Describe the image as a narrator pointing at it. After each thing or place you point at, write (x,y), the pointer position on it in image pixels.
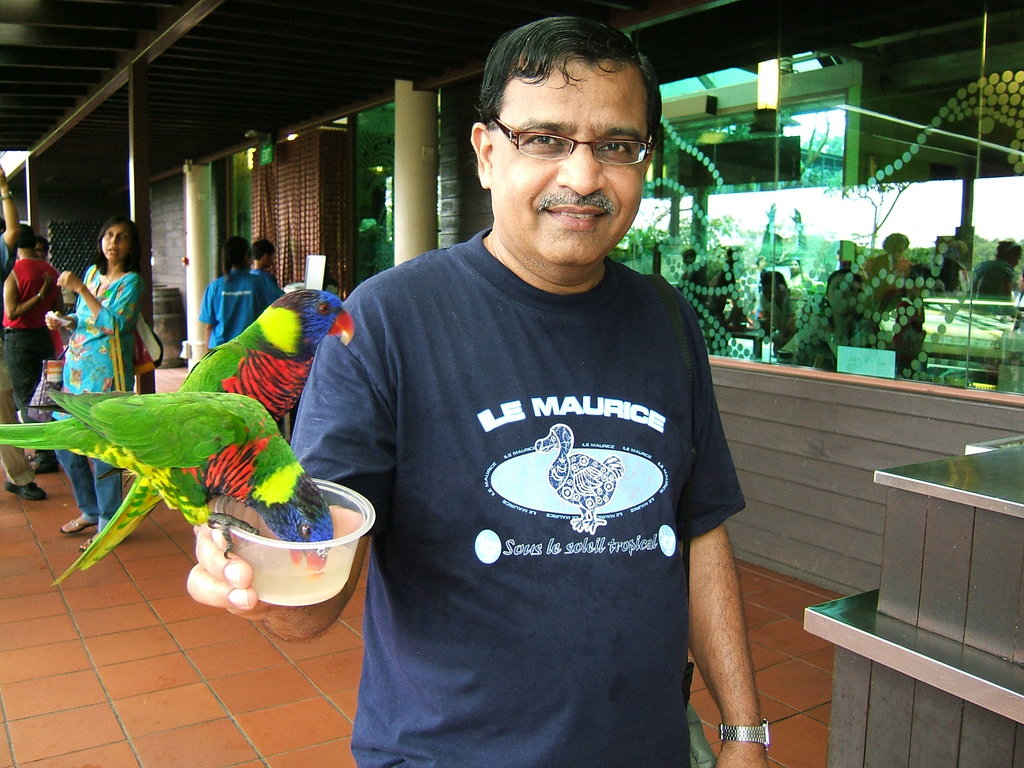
On the left side of the picture (148,82) we can see the pillars (407,236), curtain (291,222), object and on the glass (715,110) we can see the reflection (715,110) and a light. In this picture we can see a man (623,224) wearing a t-shirt (590,351), spectacles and he is holding a container (338,584). We can see the colorful birds (242,413) and a bird (215,440) is having the food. In the background (138,253) we can see the people (37,291) and a woman (75,344) is carrying a bag (51,381). At the bottom portion of the picture (145,674) we can see the floor (173,662).
